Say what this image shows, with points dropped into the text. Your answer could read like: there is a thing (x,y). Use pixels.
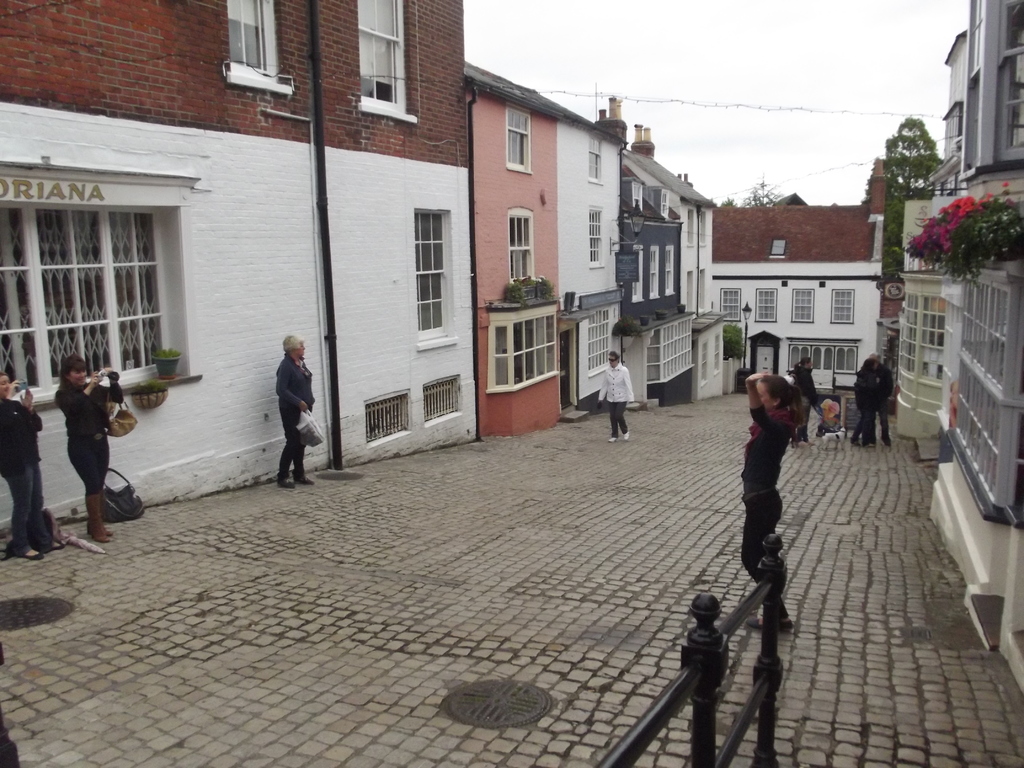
On the left side (292,388) 3 women (279,376) are standing, in the middle (629,397) a person (629,397) is walking, this person (623,398) wore a white color coat (620,398). There are houses (636,401) on either side of this street (704,558). At the top (784,73) it is the sky (781,53).
